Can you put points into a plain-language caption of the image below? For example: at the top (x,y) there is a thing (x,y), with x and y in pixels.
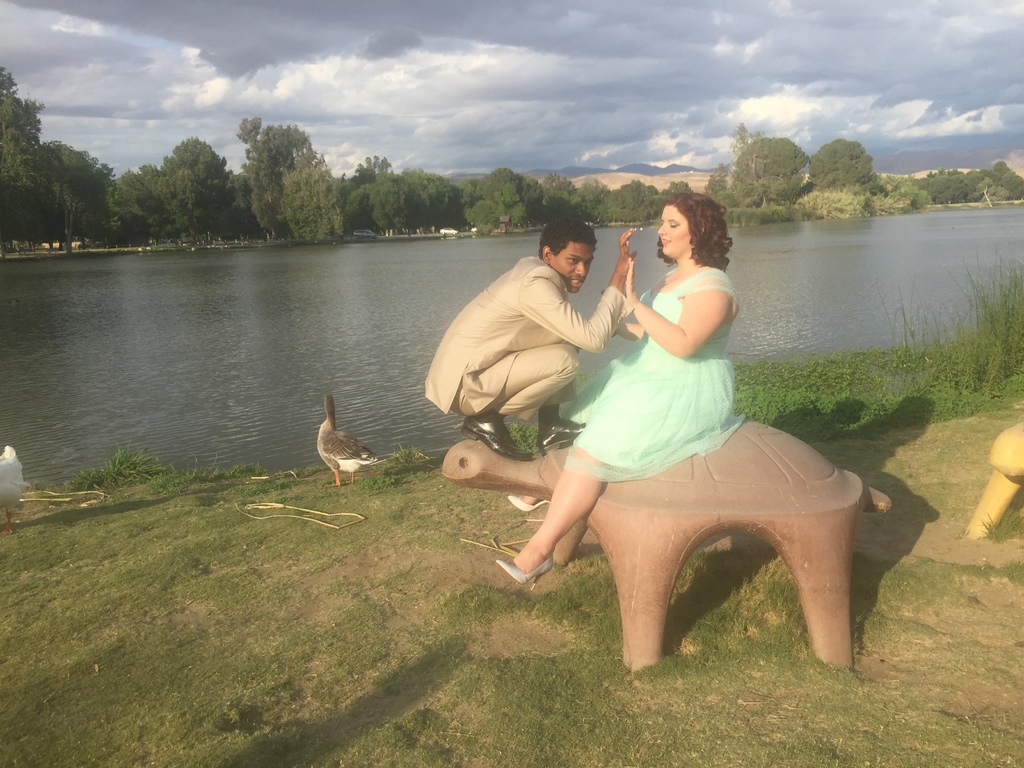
In this picture we can see a man (565,329) and woman (627,354), she is seated, in front of them we can see a duck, in the background (305,433) we can find water (753,317), few trees (868,184), clouds (564,125) and plants (908,351).
